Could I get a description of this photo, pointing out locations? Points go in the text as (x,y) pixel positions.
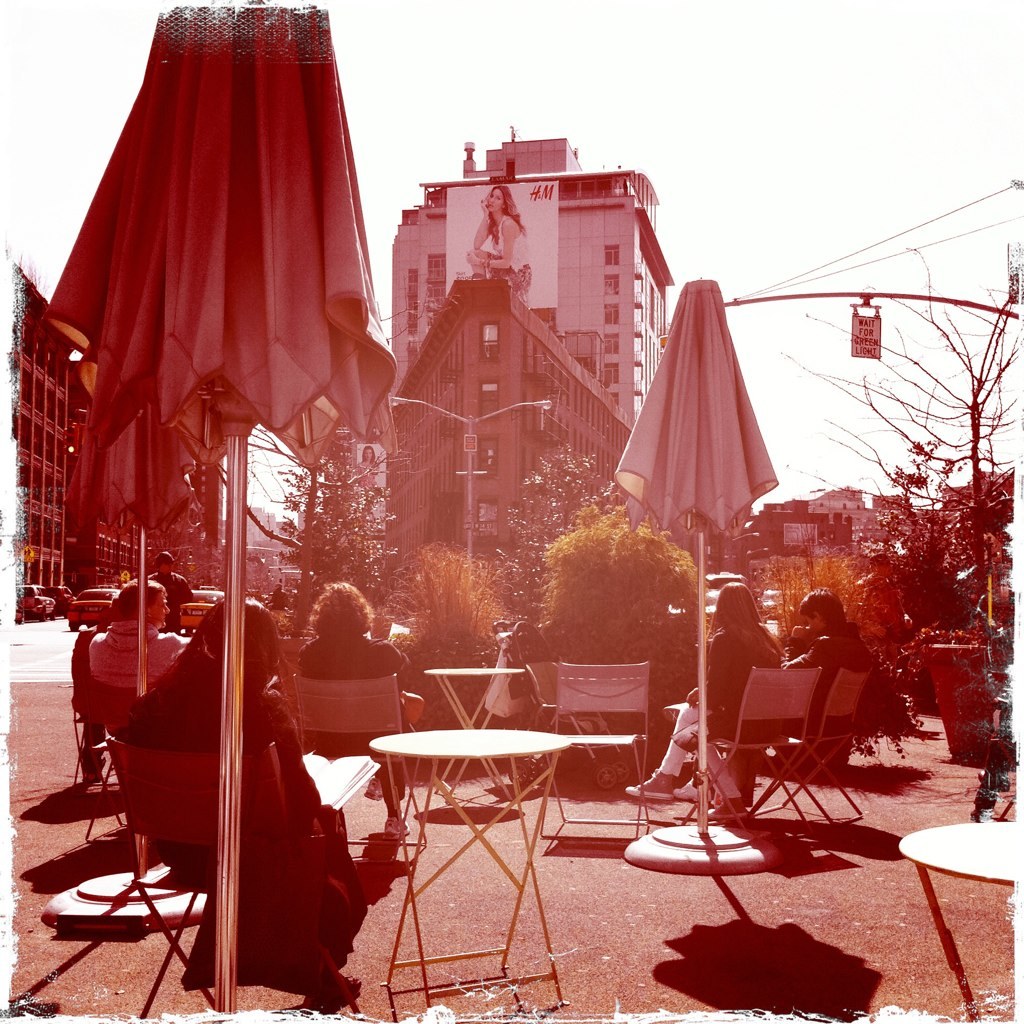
People (157,701) are sitting in chairs (626,739) at a restaurant (595,739). There is building (568,233) in the background (565,205) with a hoarding (526,249) on it. The sky (610,73) is clear.
